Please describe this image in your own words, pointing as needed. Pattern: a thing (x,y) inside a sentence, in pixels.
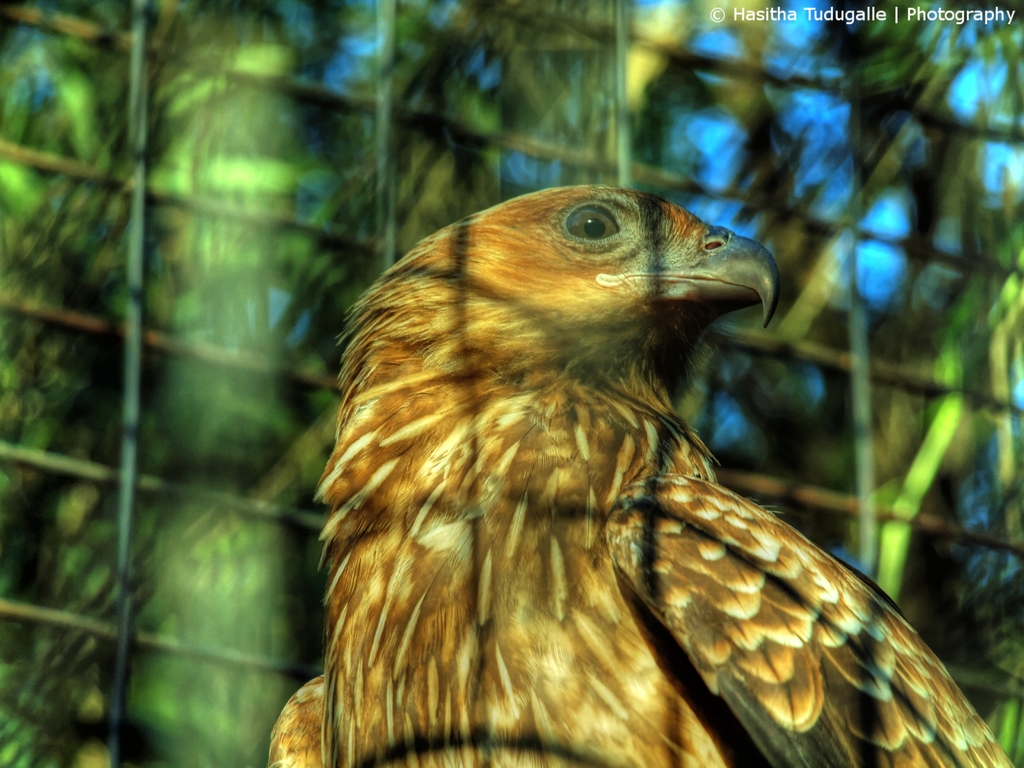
In this picture we can see a bird (518,593) and mesh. Behind the bird (510,447), there is blurred background (773,125). In the top right corner of the image (729,23), there is a watermark (758,19).
